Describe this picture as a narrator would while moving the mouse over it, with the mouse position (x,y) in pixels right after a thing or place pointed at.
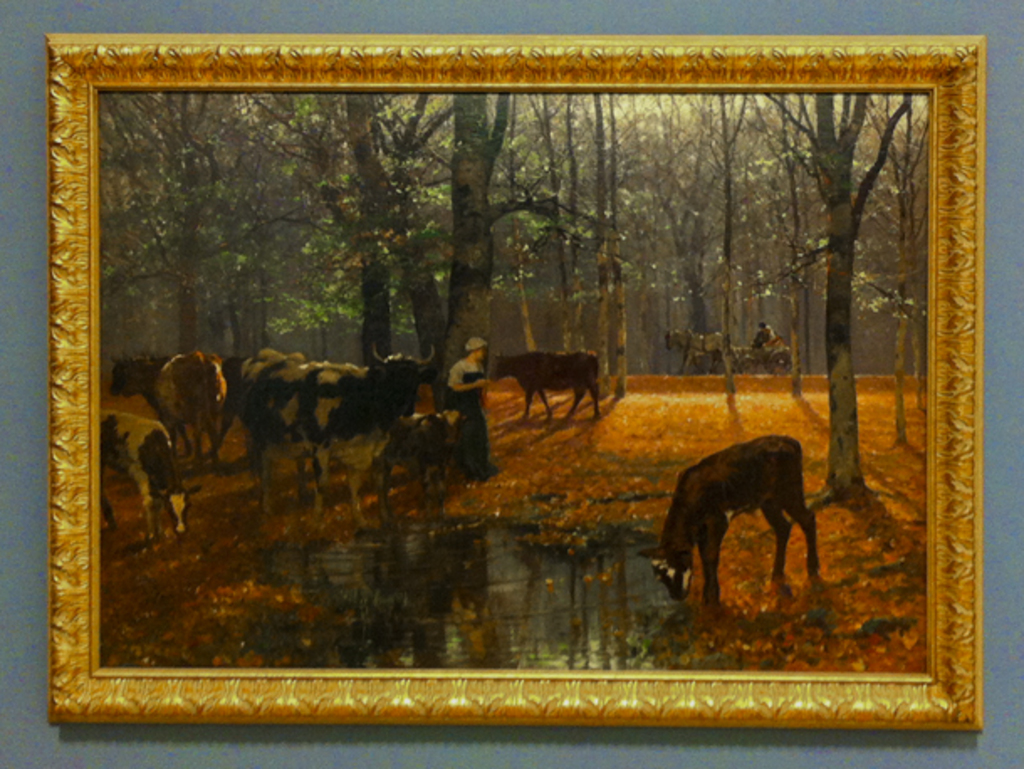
In this picture we can describe about the golden photo frame (253,46) is hanging on the grey color wall (41,227). In the frame (631,722) we can see many cows (339,454) and a calf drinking water (457,538) from the small pond (428,605) and behind we can see many trees (404,311).
